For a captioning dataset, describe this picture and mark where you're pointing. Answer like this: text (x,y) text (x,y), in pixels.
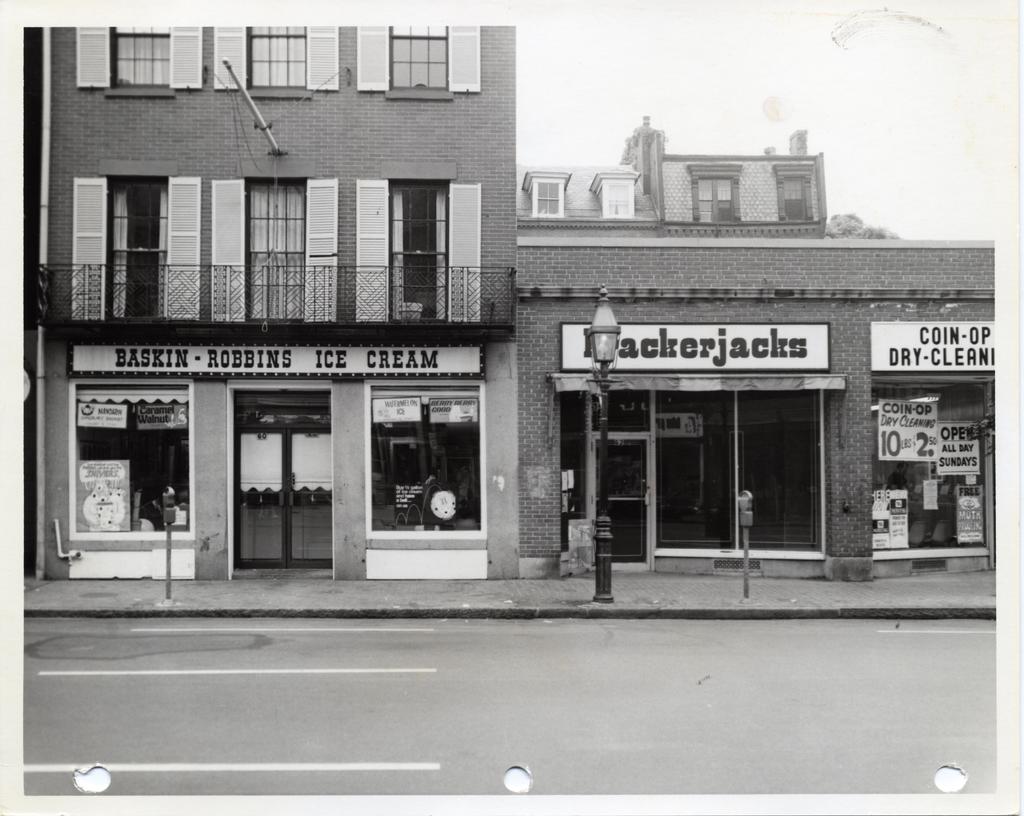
There is a road (156,647) on which, there are white color lines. In the background (614,368), there is a light (612,319) attached to the pole (604,597), there are buildings (344,229) which are having windows (155,249) and hoardings (567,356) on the wall (720,267) and there is sky (538,102).
